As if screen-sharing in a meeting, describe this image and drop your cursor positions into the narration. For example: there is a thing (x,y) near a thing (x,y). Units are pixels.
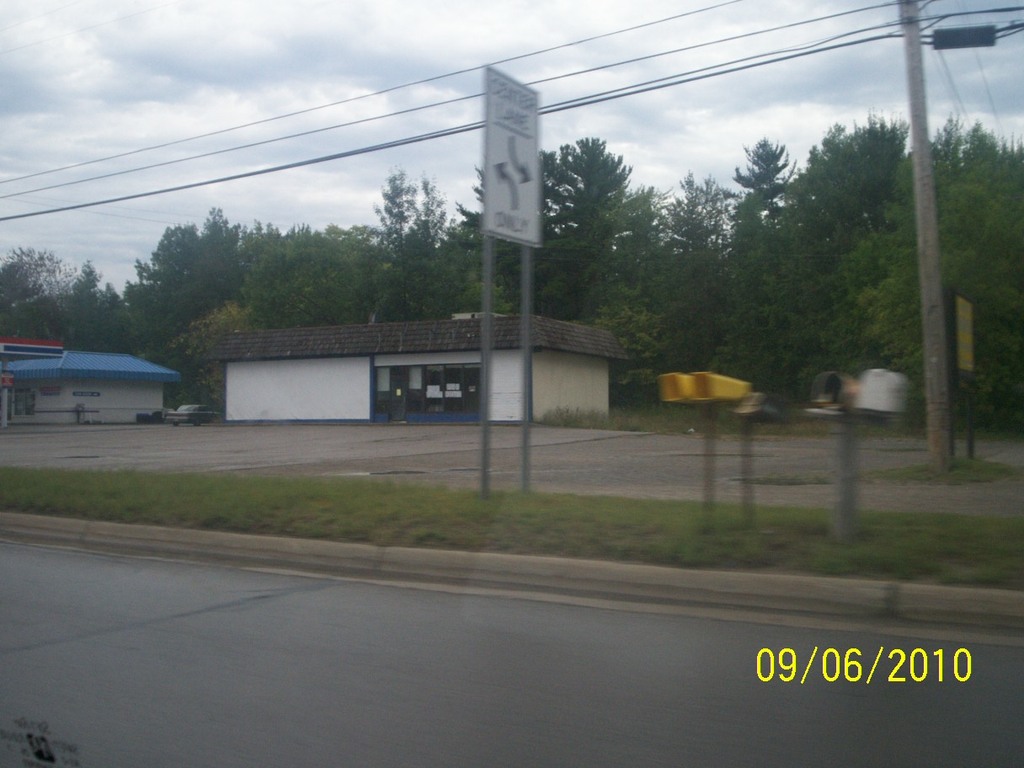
At the bottom of the image (338,613) there is a road (246,666). In the center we can see a board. On the right (936,434) there is a pole (932,404). In the background (327,399) there are buildings (230,378) and trees (635,234). At the top (734,131) there are wires (874,40) and sky (228,89).
